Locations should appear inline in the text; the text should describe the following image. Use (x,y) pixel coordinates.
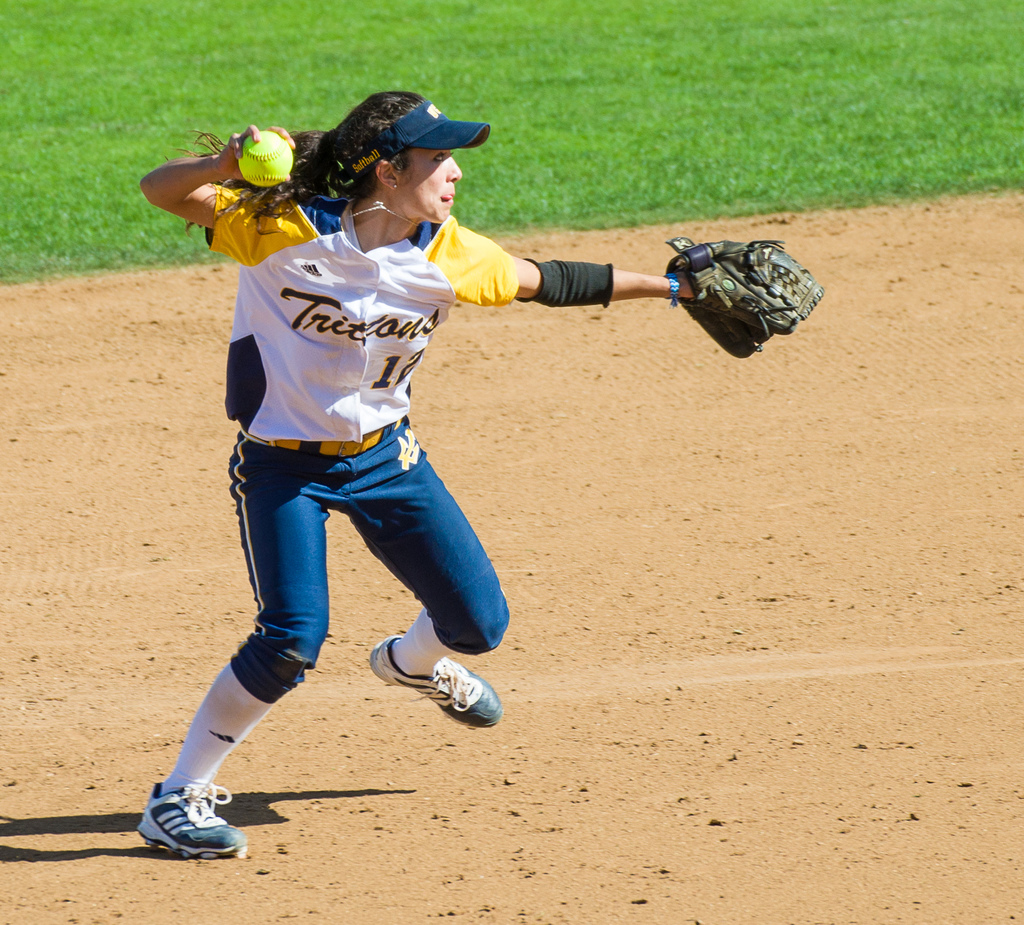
In this image, we can see a lady (359,171) wearing a sports dress (321,286), glove (690,259), a cap (439,134) and holding a ball (253,161). At the bottom (506,679), there is ground (594,722).
